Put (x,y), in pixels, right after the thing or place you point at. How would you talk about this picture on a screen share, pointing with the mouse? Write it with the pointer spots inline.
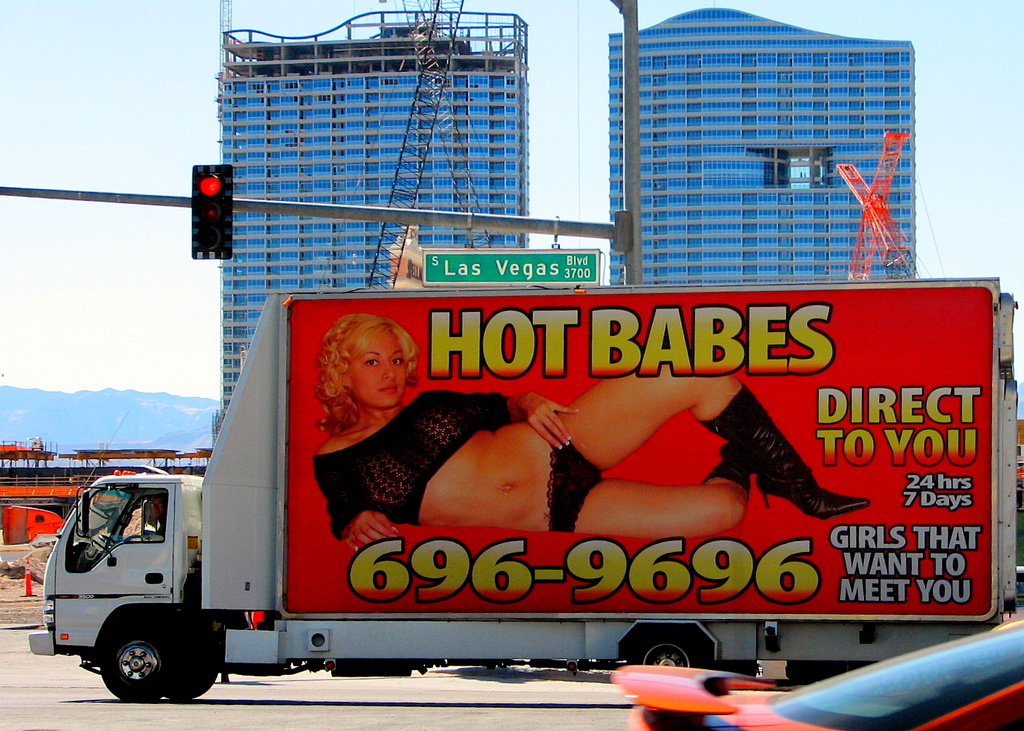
In the center of the image (594,395), we can see a vehicle (382,571) on the road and there is a board (325,437) on it and we can see some text (839,433) and an image (547,398). In the background (493,211), there are buildings (303,171), traffic lights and some other vehicles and there is a name board (517,250), hills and a traffic cone (27,586). At the top (54,111), there is sky (73,386).
